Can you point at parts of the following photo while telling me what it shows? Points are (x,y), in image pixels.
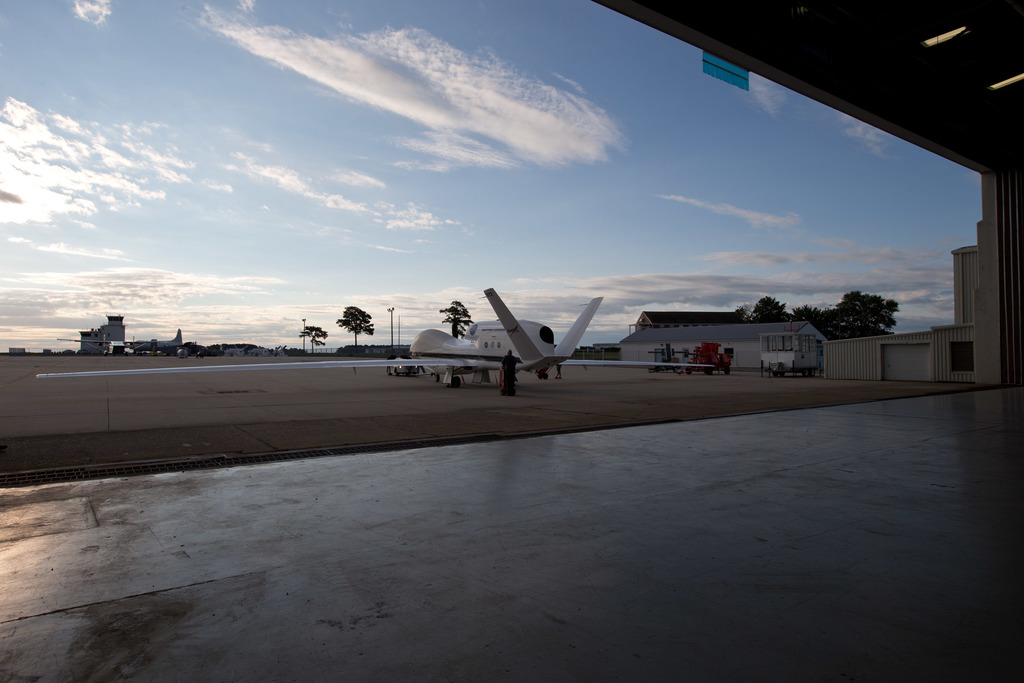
In this picture I can see airplanes (565,346), vehicles (712,346), sheds (657,318), trees (461,327), poles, and in the background (476,127) there is sky (487,143).
